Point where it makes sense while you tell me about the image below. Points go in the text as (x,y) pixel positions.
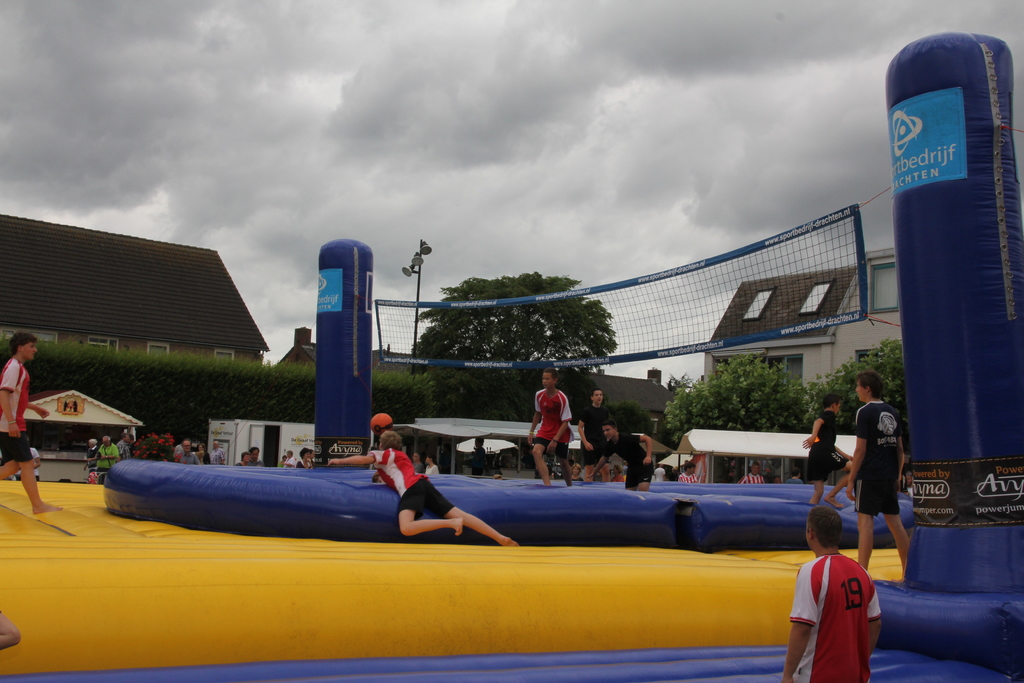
In this image we can see few people (412,517) playing bossaball. There is an inflatable court (496,523) with net (483,302). In the background (239,333) there are trees (575,343), buildings (109,311) with windows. Also there are few people (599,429). And there are bushes (309,369). And there is sky (431,108) with clouds (484,107).
